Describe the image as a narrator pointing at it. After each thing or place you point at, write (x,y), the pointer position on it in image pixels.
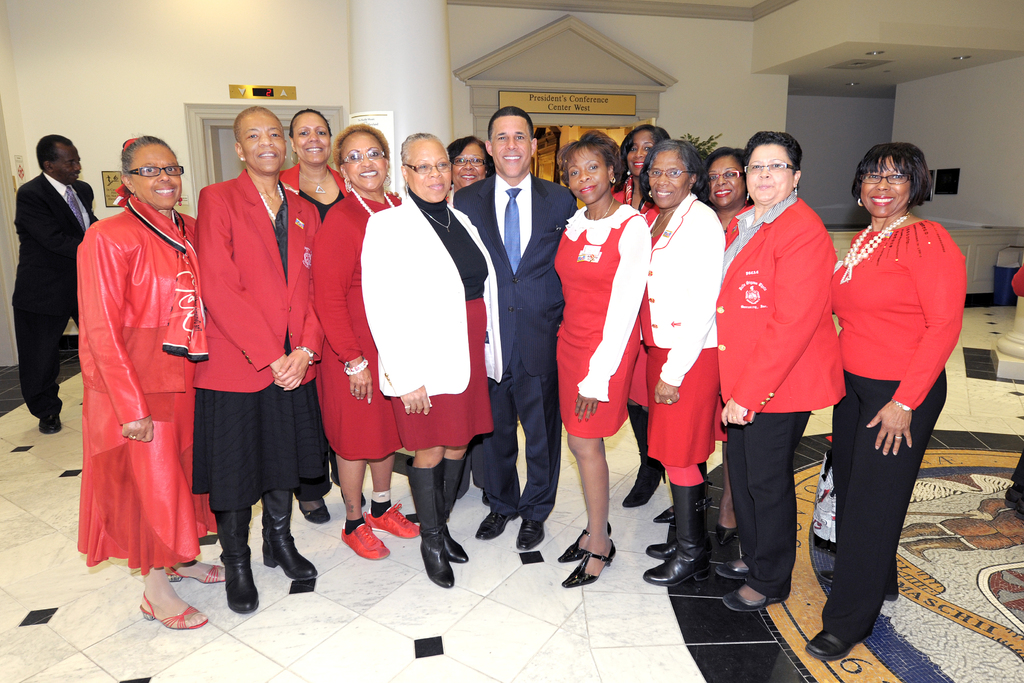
In this picture I can see there are few people (459,449) standing here and they are wearing red color dress (155,271) and in the backdrop (336,20) there is a pillar (390,41) and a wall (14,41).
